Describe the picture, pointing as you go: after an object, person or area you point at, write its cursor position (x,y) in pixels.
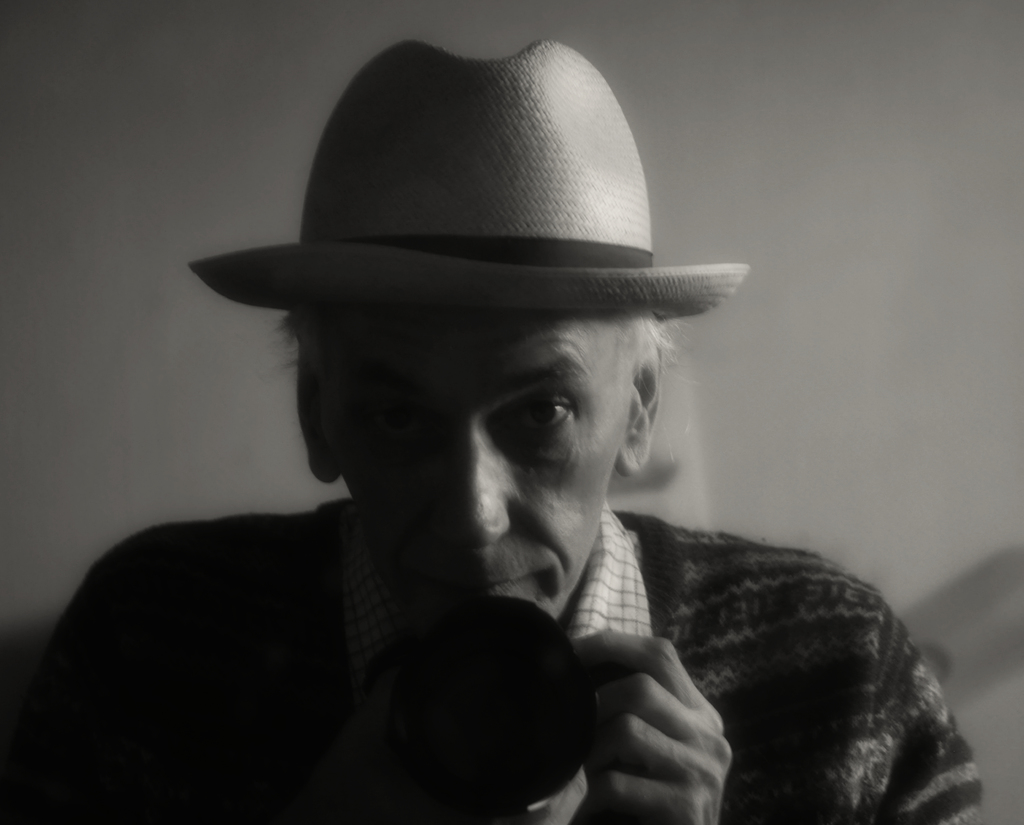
This is black and white photo of a person (574,436) who is wearing hat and shirt (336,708) and holding something in his hand (621,759).
